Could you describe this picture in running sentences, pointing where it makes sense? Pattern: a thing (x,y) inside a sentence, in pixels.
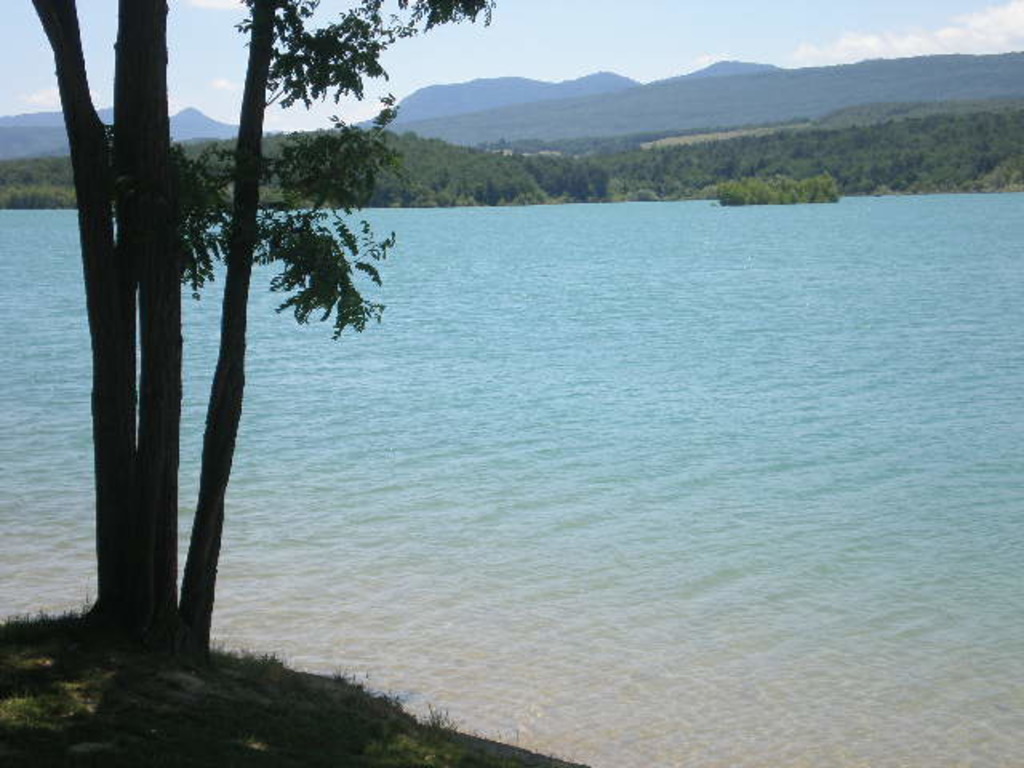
In this picture in the front (155,408) there are trees (175,298) and there's grass (183,712) on the ground (200,714). In the center (598,393) there is water (604,344). In the background (593,166) there are trees (650,166) and there are mountains (541,97) and the sky (729,48) is cloudy.
